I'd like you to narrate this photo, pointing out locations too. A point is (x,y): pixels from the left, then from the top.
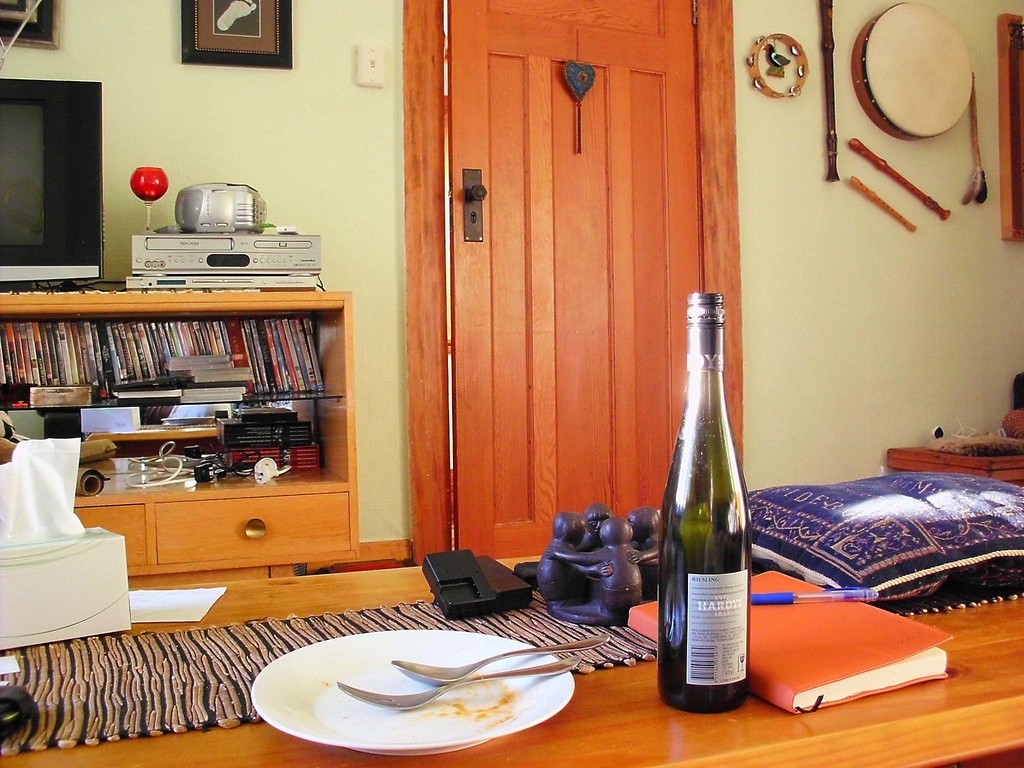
TV (74,187), music system (213,216), set of cassettes (56,358), a table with few articles (519,704) on it and few musical instruments (926,96) on the wall (896,197) are in a room (859,443).
